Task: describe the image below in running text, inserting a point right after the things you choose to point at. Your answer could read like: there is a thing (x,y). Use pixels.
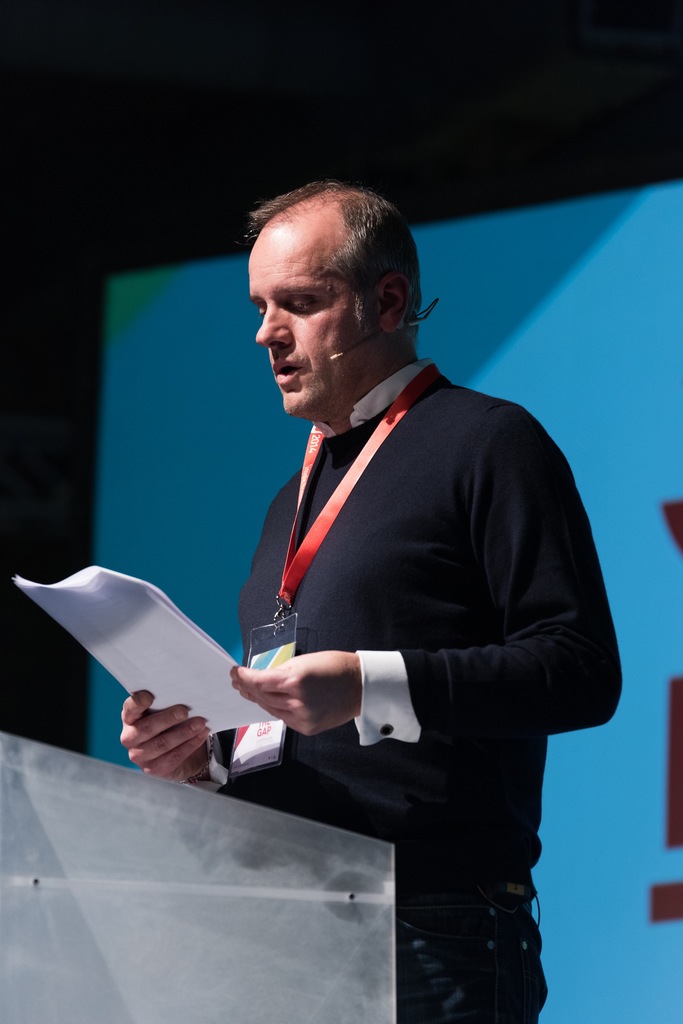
In this image, we can see a person (321,377) standing and wearing an id card (303,488) and a microphone (348,350) and holding some papers (168,679) and we can see a podium (219,827). In the background (444,240), there is a board (585,392) and we can see some text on it.
